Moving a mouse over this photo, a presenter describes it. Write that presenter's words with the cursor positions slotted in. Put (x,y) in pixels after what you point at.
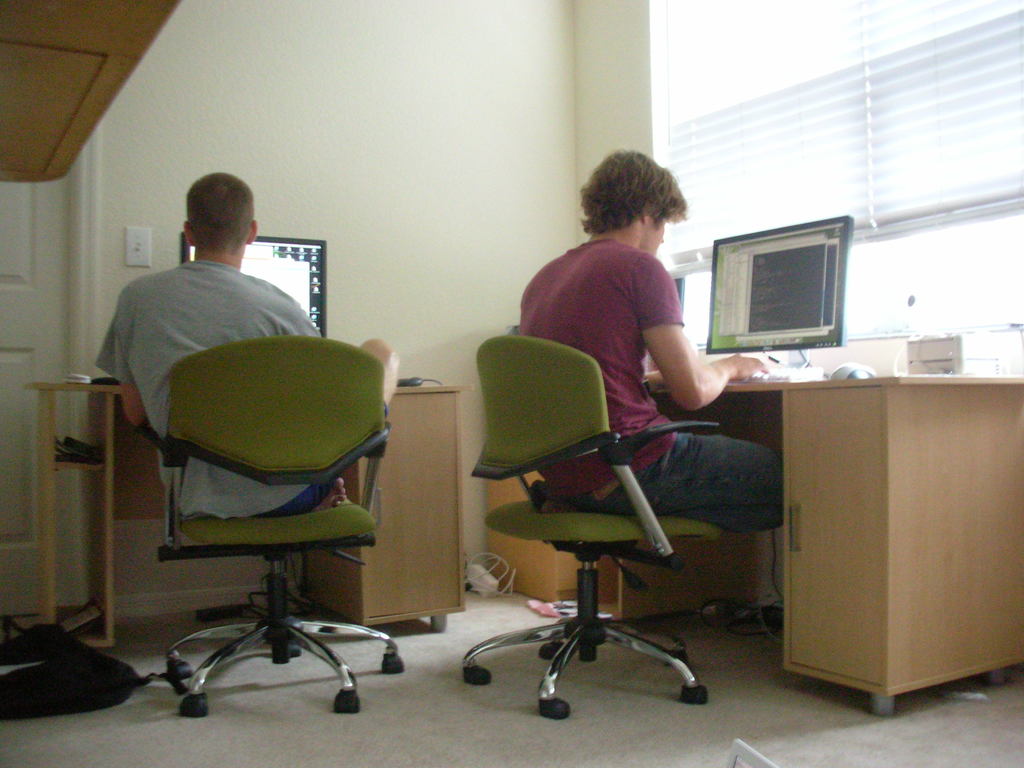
These two persons (212,340) are sitting on green chair (358,421). In-front of them there are tables (411,417), on this tables (419,392) there are monitors (718,274), keyboard (799,373) and mouse (833,372). On floor (137,706) there is a bag (23,691). This is window (925,243).
